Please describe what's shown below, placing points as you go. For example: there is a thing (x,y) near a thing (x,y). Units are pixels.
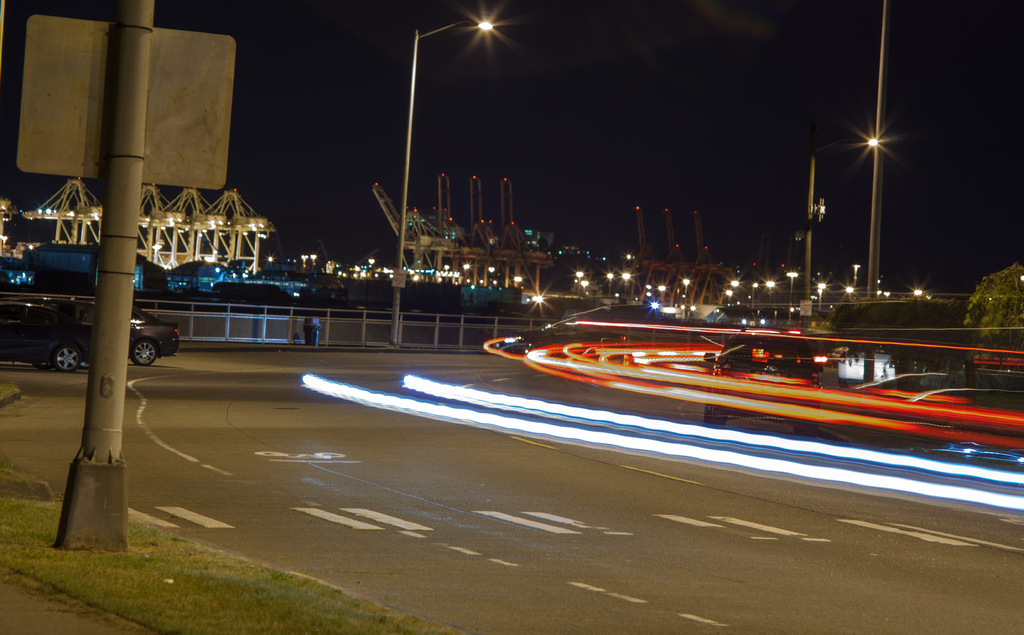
In the image we can see there are many vehicles (711,368) on the road (236,361). Here we can see light poles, fence (438,335), lights (434,271) and the dark sky (279,65). Here we can see board (151,135) attached to the pole (127,141) and we can see cranes (488,254). Here we can see grass (184,578), tree (1004,287) and the dark sky (783,256).
